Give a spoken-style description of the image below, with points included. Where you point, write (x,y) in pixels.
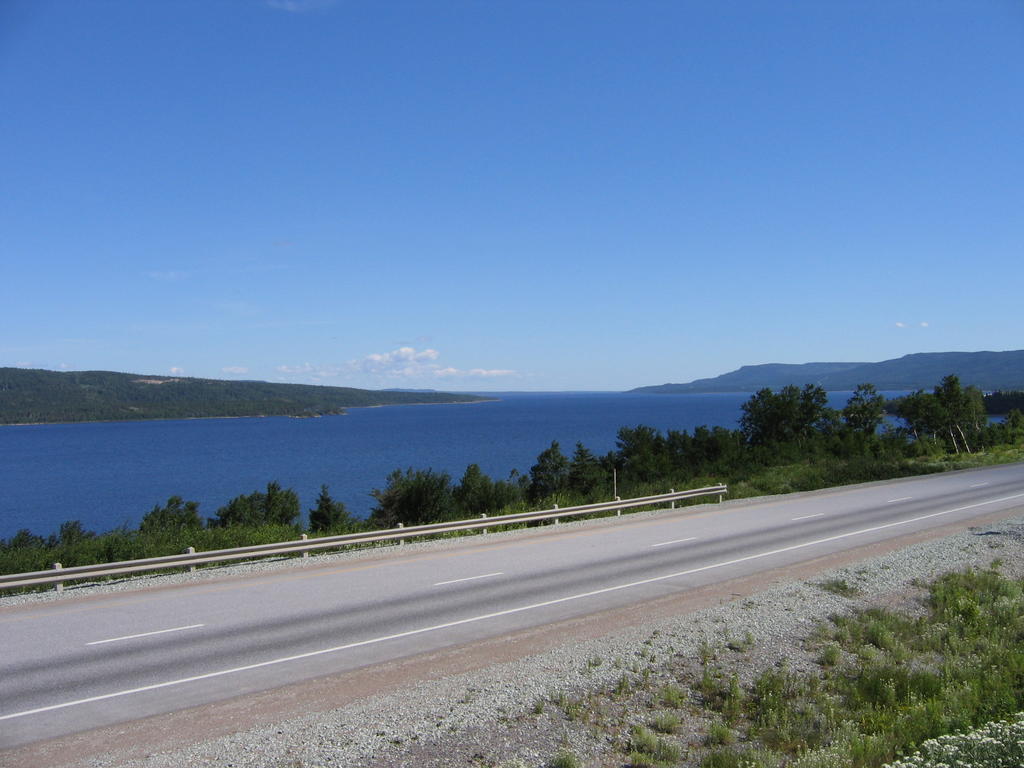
On the right side of the image (913,719) there are plants (925,715). In the center of the image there is a road (589,556). There is a fence (314,548). In the background of the image (719,466) there are trees (808,444), mountains (883,383), water (454,436) and sky (632,209).
